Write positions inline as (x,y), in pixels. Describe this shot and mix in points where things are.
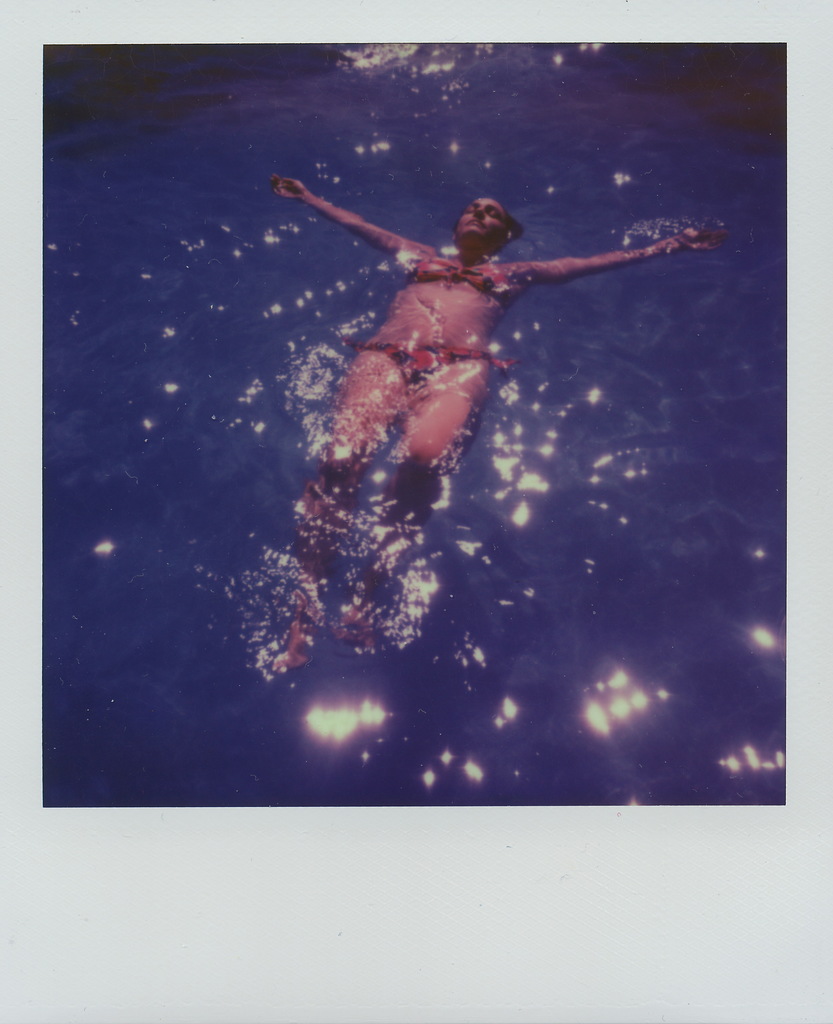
This image has borders (7,583). At the center of the image (321,612) there is a lady (350,628) swimming in water (632,281).
